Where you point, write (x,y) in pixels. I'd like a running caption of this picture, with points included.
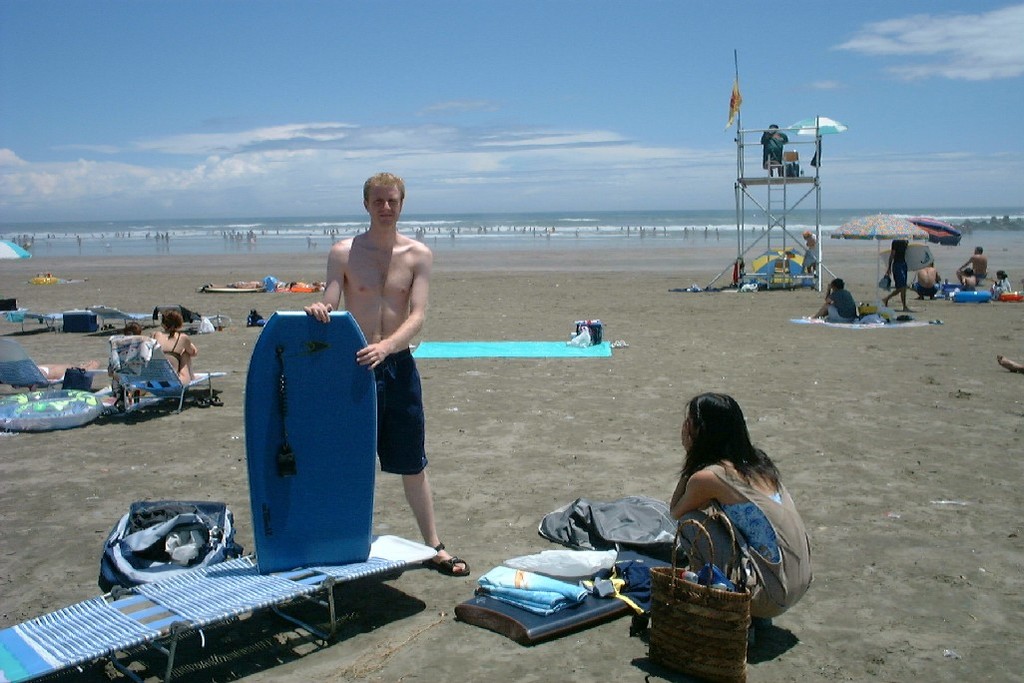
In this image I see a man (355,287) who is standing and he is with the bodyboard (281,316) and I see a woman (776,473) over here and I see a bag (663,587), In the background (261,289) number of people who are sitting and lying on the mat (898,318). I can also see the sand (530,264), water (581,244) and the sky (357,183).
